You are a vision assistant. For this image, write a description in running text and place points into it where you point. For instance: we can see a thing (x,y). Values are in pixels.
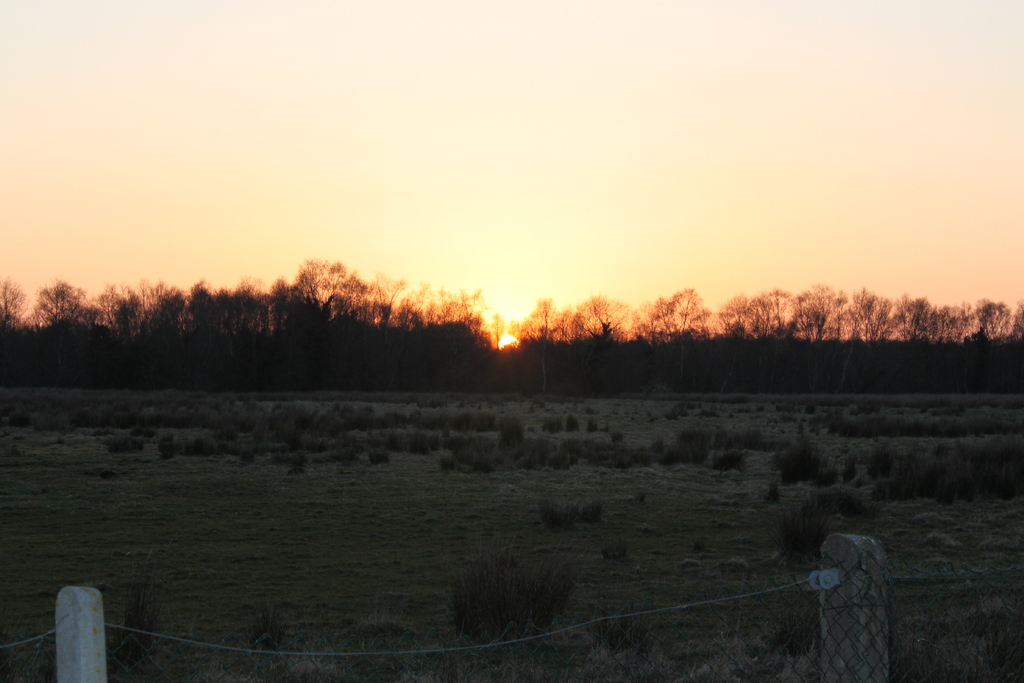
In this image, we can see poles (85,605) and a rope (440,649). In the background (302,422), there are trees (636,386) and plants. At the bottom (345,545), there is ground (382,527) and at the top (505,213), there is sunset (573,274) in the sky (622,186).
